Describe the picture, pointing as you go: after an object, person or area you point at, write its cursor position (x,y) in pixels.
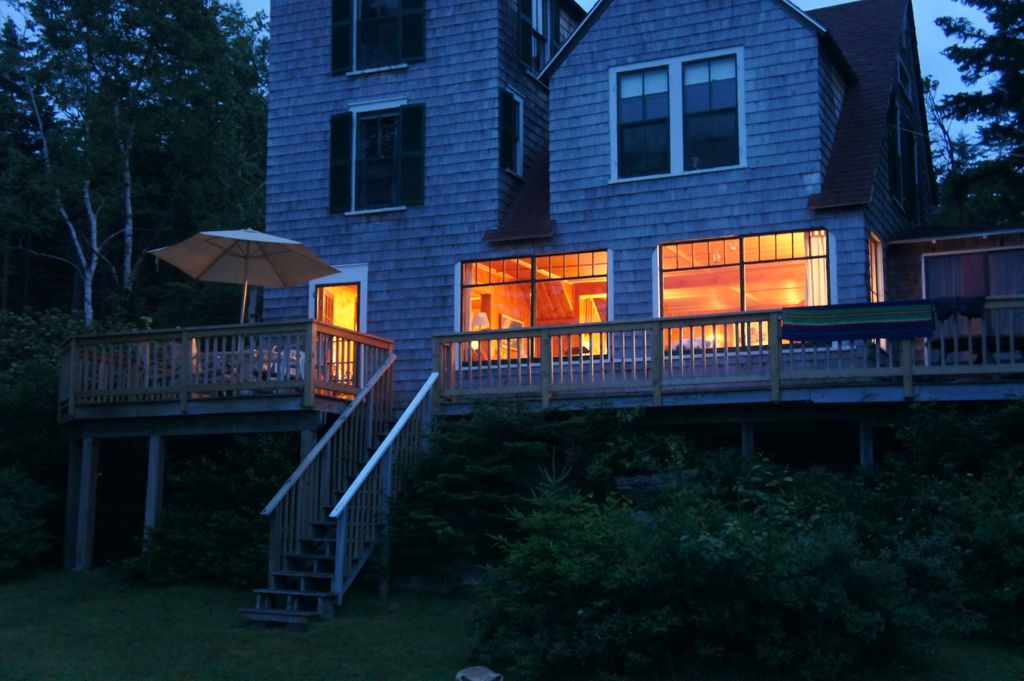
In this image, we can see a house (498,141) in between trees (992,140). There is an umbrella (245,269) on the left side of the image (213,267). There is a staircase (338,421) and some plants (654,450) at the bottom of the image (566,561).
